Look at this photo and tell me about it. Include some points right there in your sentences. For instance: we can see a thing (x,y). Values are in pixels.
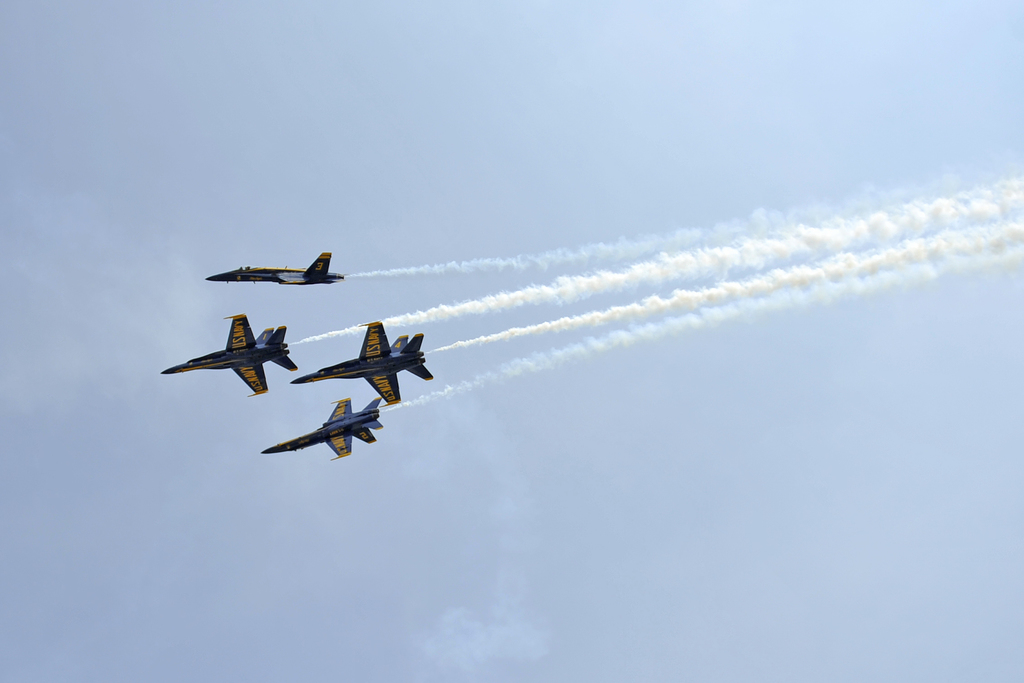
In this picture we can see jet planes (363,419) in the air (449,278) and we can see smoke (679,253).
